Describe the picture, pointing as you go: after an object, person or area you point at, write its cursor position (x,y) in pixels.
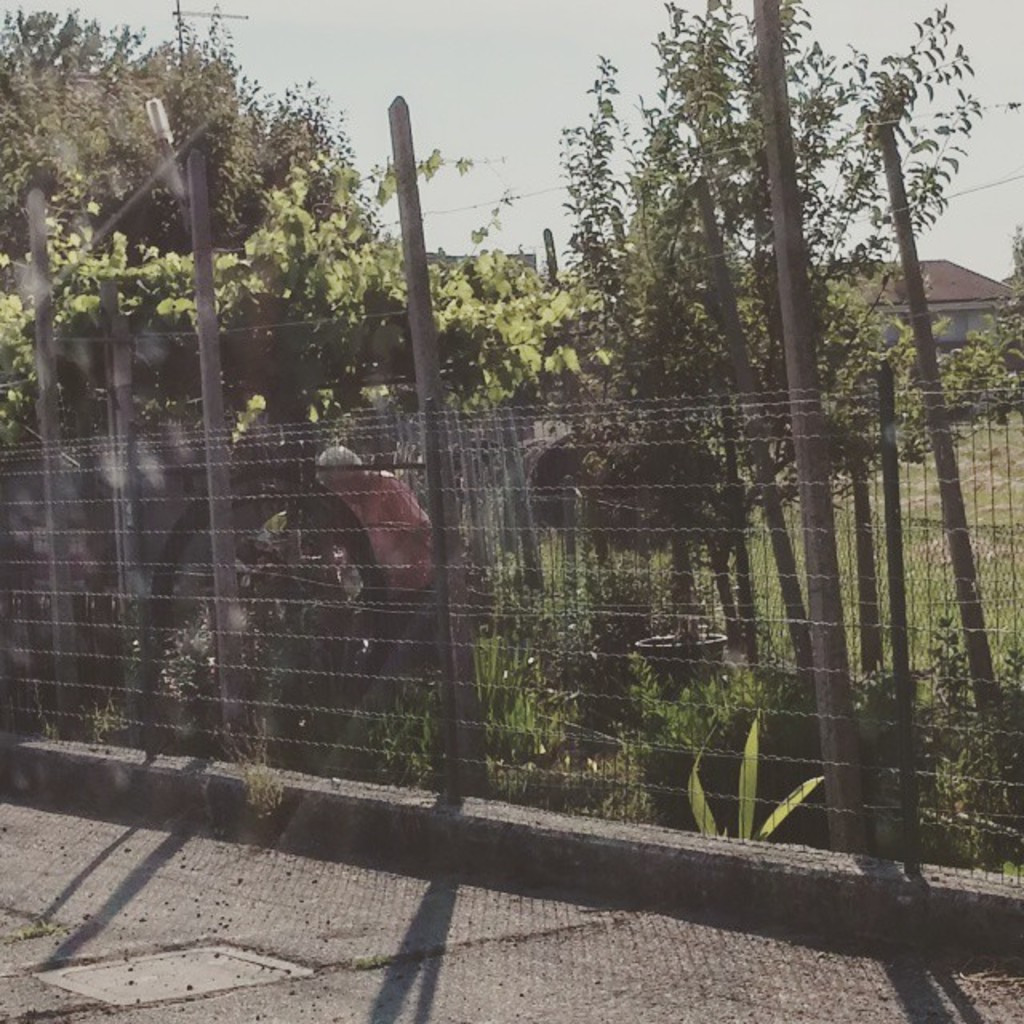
In this image we can see road (257,973), fence (340,478), poles (205,244), a person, trees (180,222), plants (522,612) and grass (755,608) on the ground (755,608). In the background (986,278) we can see house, roof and sky (496,77).
